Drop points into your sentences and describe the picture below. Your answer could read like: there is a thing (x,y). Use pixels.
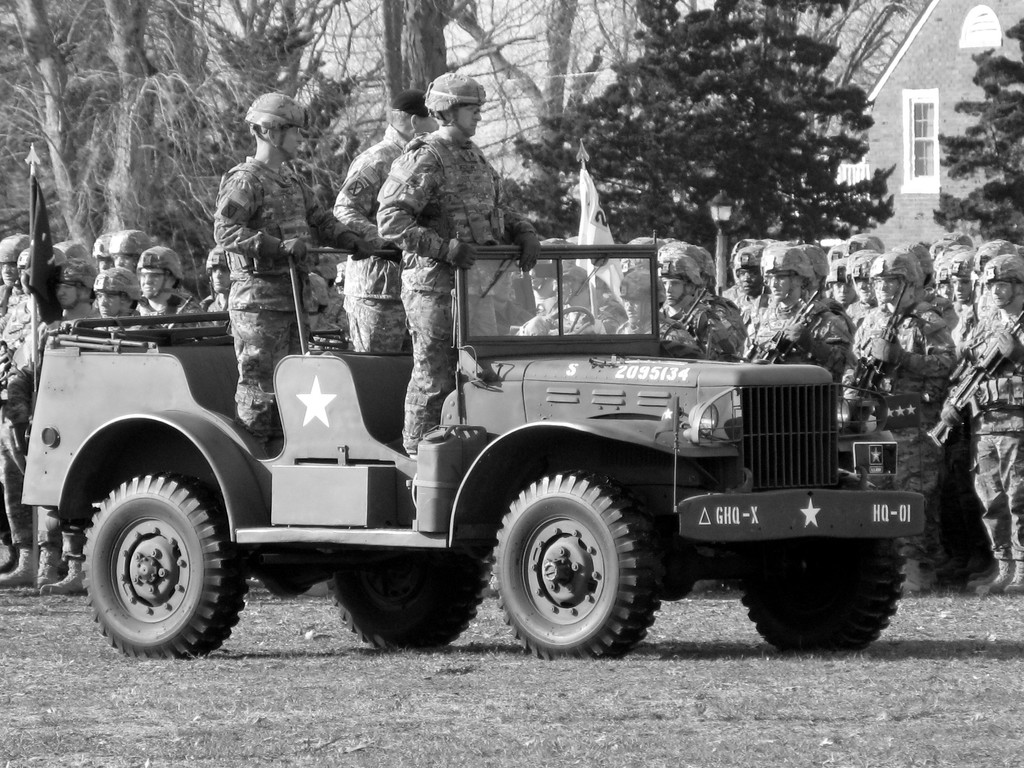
In this picture there are people (420,232) standing in the vehicle (471,403) which is on the land (474,745) having grass (449,697). They are wearing caps (261,107). There are people (15,240) standing on the land (944,636). Left side (53,304) there is a flag (40,304) attached to the pole (32,321). Background (194,240) there are trees (990,57). Right side (954,57) there is a house (931,119). Right side there are people (934,332) holding the guns (965,364). Behind them there is a street light (717,252).
